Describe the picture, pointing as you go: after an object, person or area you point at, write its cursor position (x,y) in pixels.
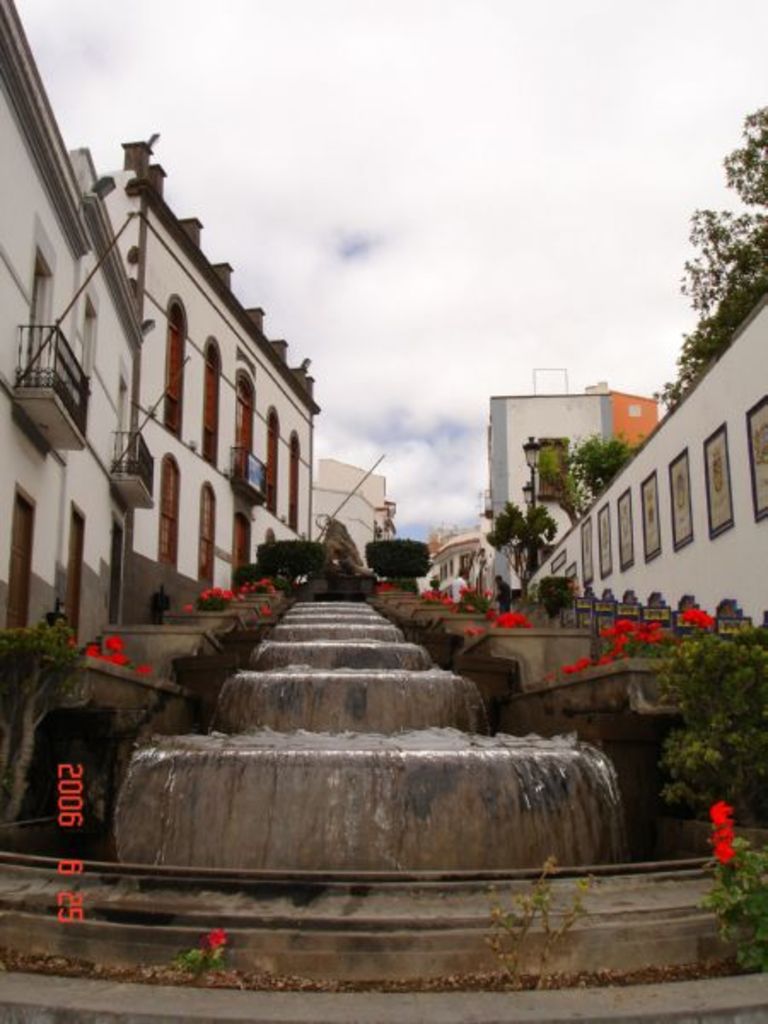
In this image I can see few stairs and I can also see the waterfall (321,660). Background (300,514) I can see few flowers (509,624) in red color, few light poles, buildings (297,371) in white color, trees (734,299) in green color and the sky (449,320) is in blue and white color.
